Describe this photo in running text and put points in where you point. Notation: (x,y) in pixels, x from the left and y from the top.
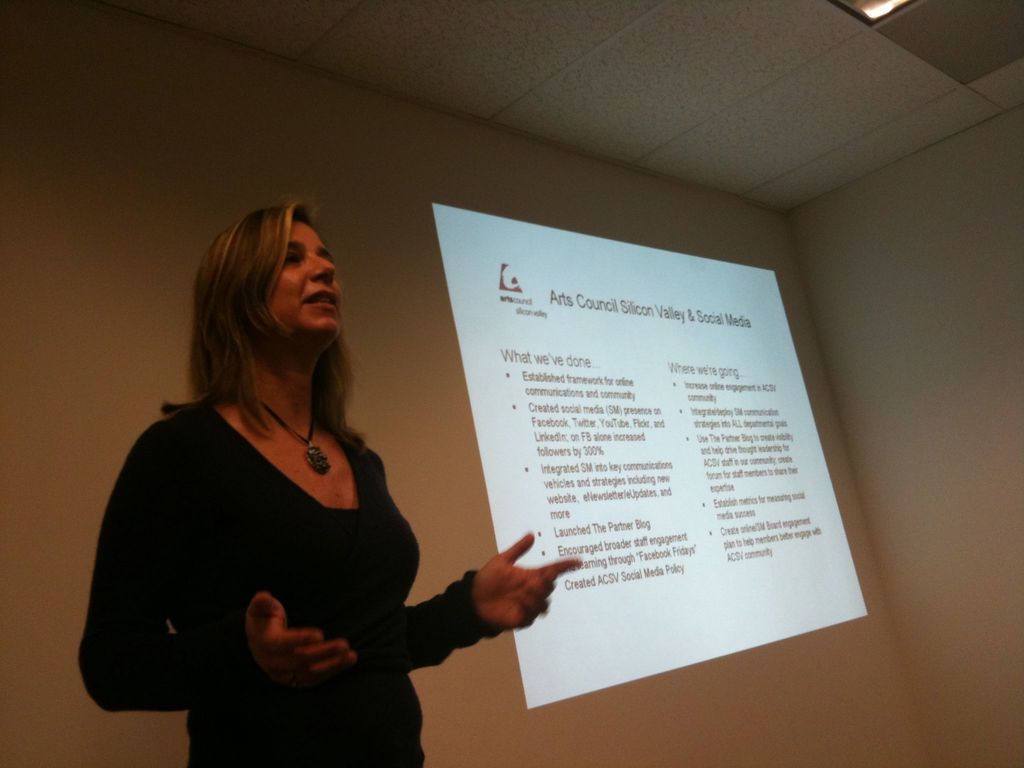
In this image there is a woman (237,553) standing. Behind her there is a wall (210,154). Through the projector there is text (567,470) displayed on the wall (581,456). At the top (491,56) there is the ceiling (611,134).
